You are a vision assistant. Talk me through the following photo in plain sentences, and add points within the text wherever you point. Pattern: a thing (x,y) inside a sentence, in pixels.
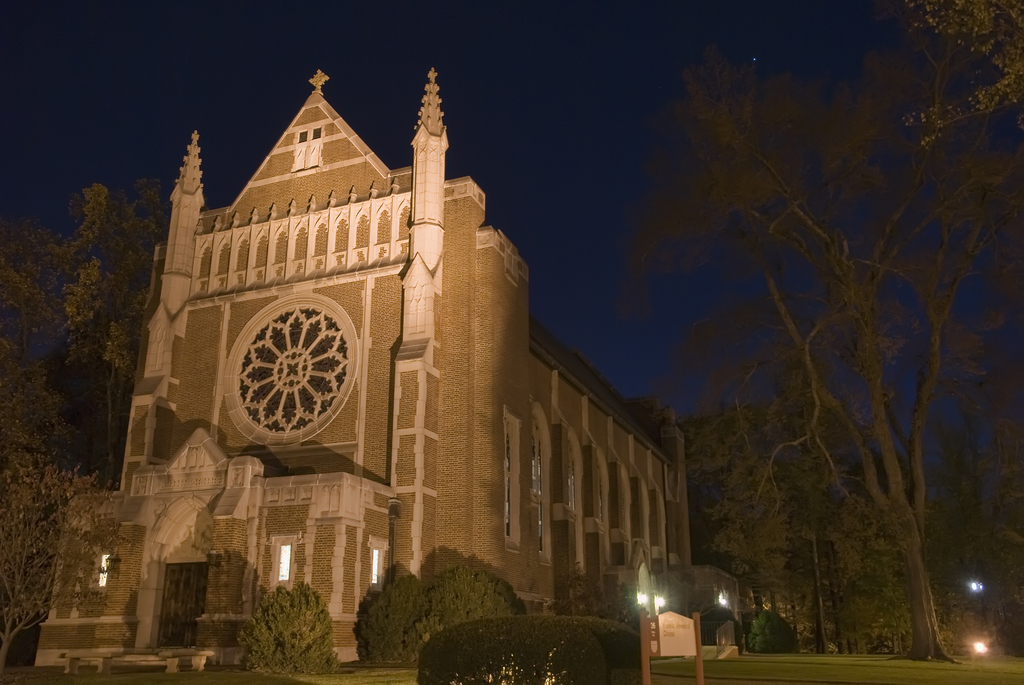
In this image I can see a building (240,455) beside that there are so many trees (808,624) and some street light poles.
